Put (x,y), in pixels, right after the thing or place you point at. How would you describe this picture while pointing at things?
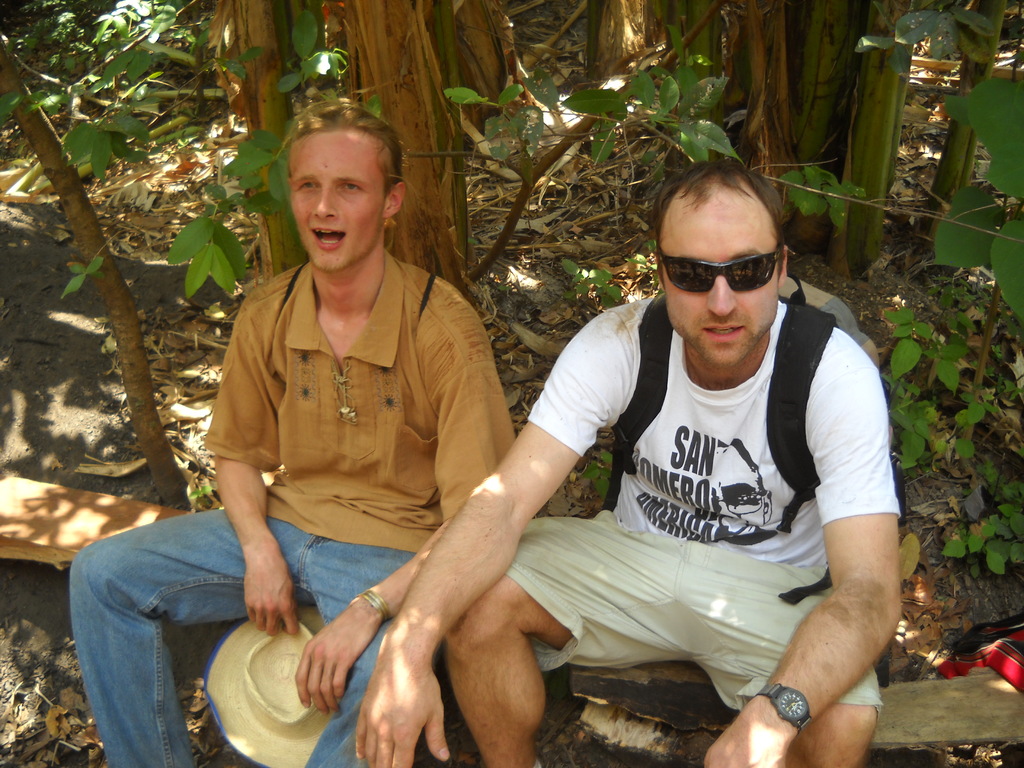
In this picture I can see two people (422,373) sitting on the surface (504,388). I can see trees (592,154).
